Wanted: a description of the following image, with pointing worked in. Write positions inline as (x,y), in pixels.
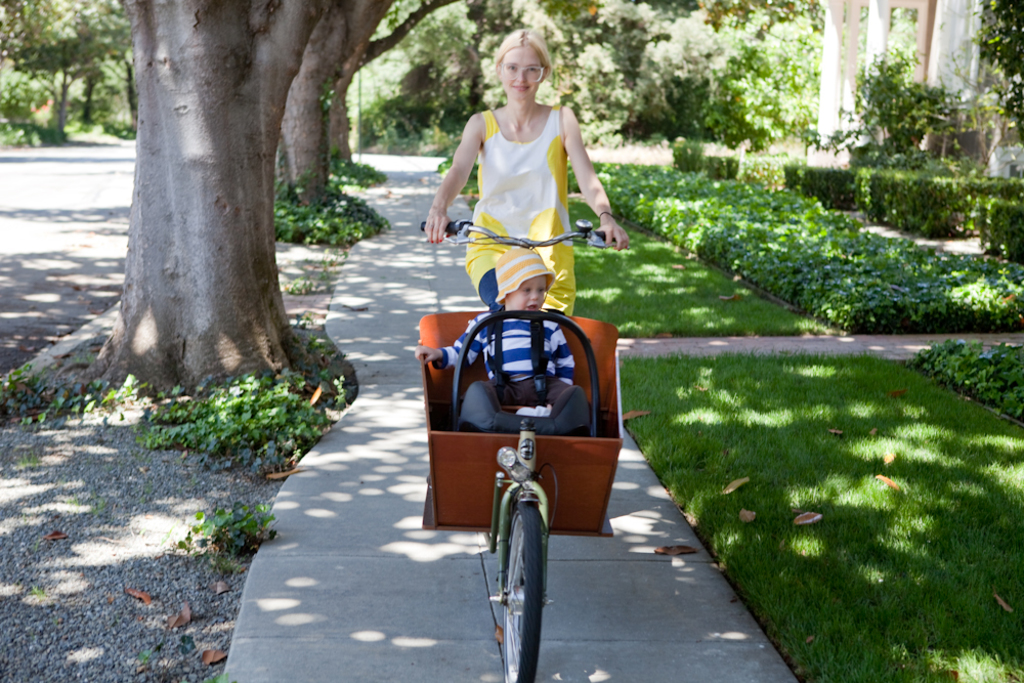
The photo is clicked outside a road (377,457). A lady (527,165) is riding bicycle (509,566). A kid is sitting on a trolley (586,456) which is attached to the cycle (507,530). There are trees (314,75) in the left (267,345). There is a building (857,60) in the right (936,72). In the background (790,100) there are trees (412,76).
